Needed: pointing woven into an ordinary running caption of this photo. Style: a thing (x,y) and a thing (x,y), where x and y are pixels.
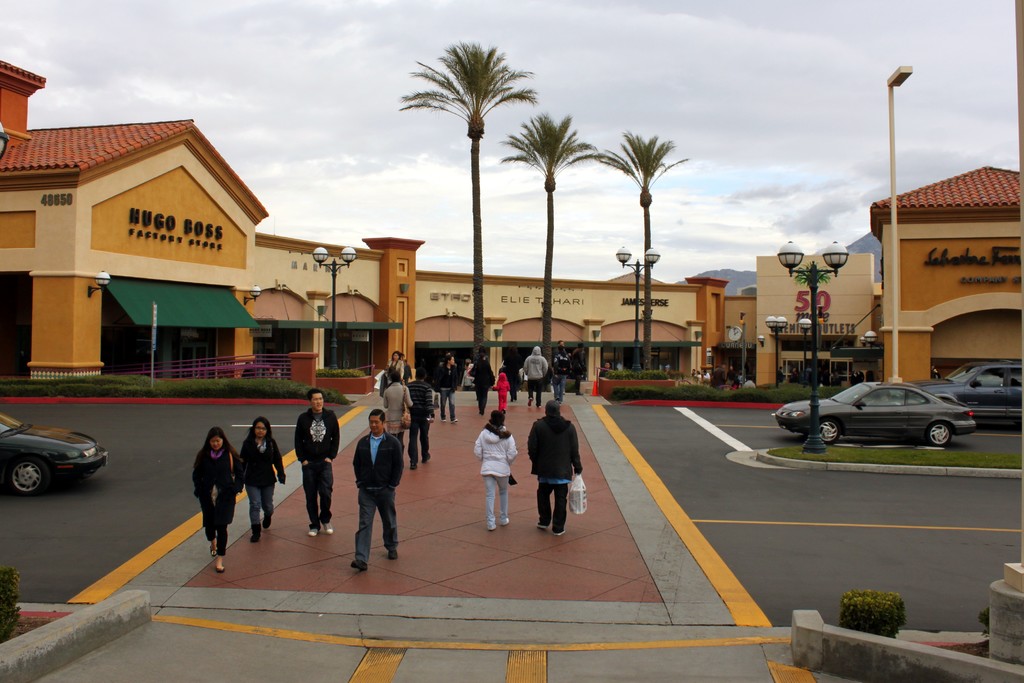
In this image, we can see people (399,418) walking on the side and are wearing coats (390,440). In the background (143,381), there are vehicles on the road (770,483) and we can see lights (827,259), trees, buildings (855,268), poles (816,372), a fence (238,361) and bushes (333,375). At the top (682,74), there are clouds (729,136) in the sky (729,136).
